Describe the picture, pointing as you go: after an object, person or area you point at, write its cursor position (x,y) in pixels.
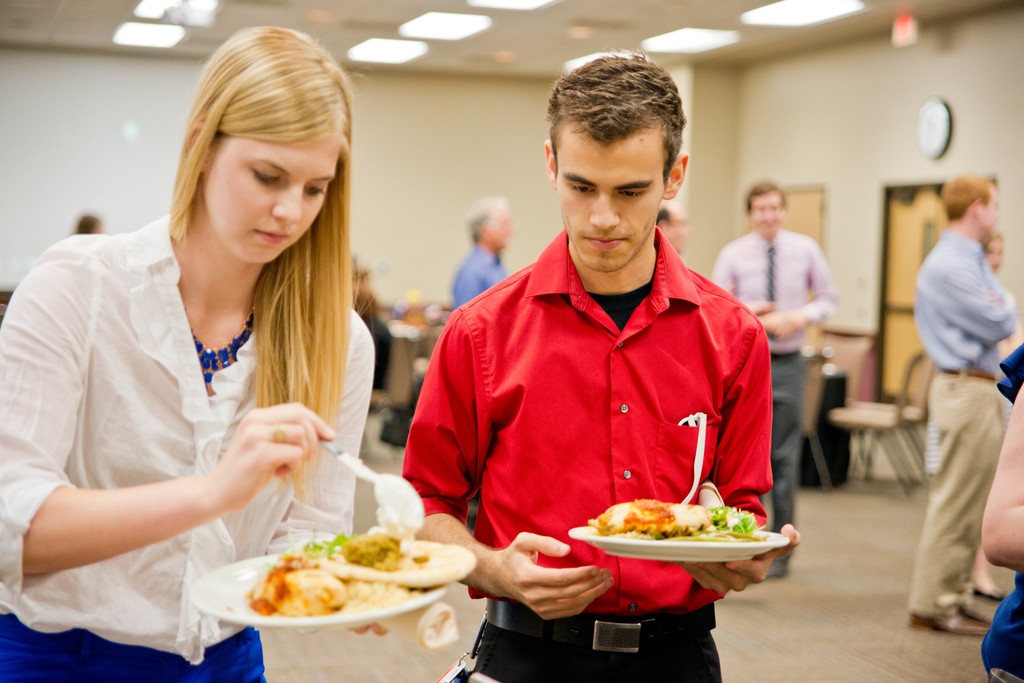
In this picture I can see two persons (418,491) standing and holding plates (706,545), there are food items (330,544) on the plates (683,554), there are group of people (1003,300) standing, there are lights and some other objects (835,344), and in the background (728,220) there is a wall (894,142).
